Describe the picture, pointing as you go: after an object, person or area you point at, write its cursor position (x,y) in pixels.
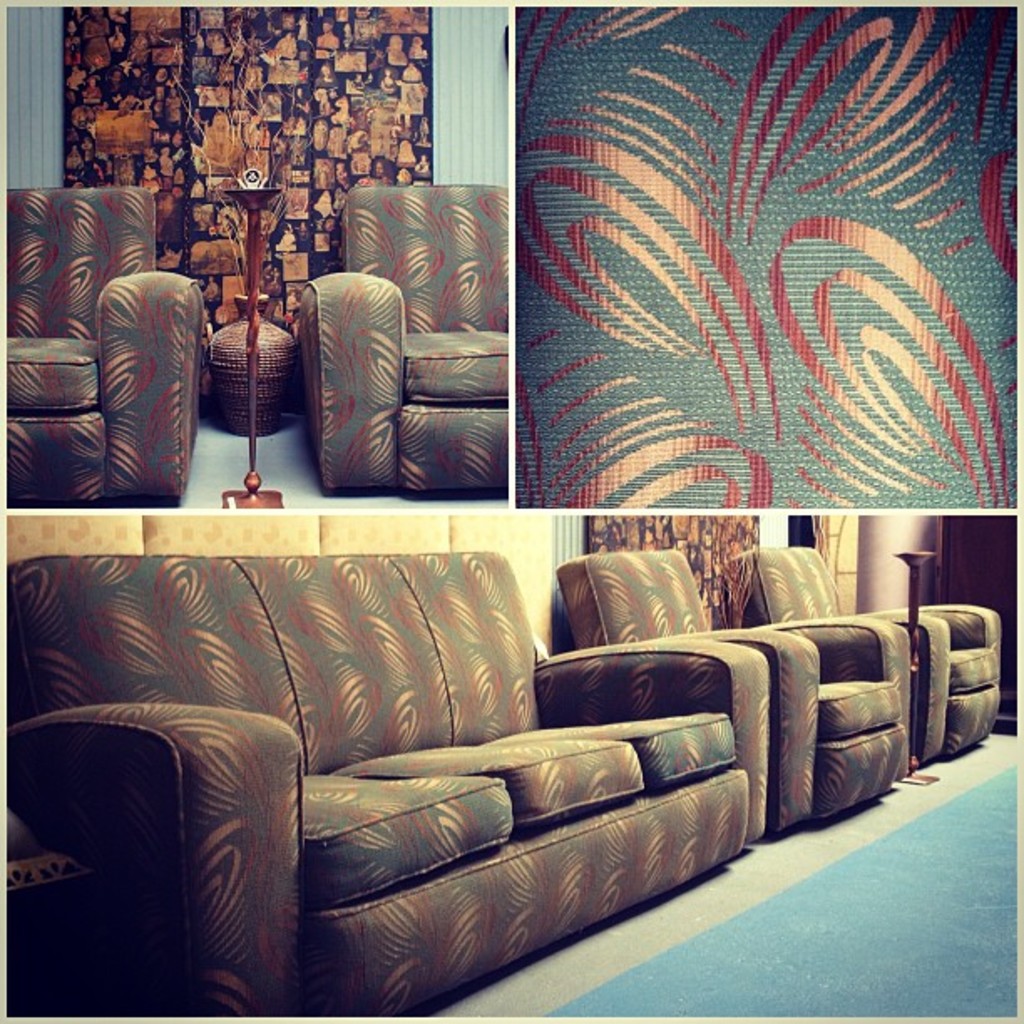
This is a collage of an image. In the foreground (505,722) we can see the sofas (418,603) placed on the ground (693,899) and a floor carpet (917,912). On the top (254,265) there is a stand (251,461) and a pot (262,371). In the background (467,36) we can see a wall (474,60) and a wall art (193,81).
